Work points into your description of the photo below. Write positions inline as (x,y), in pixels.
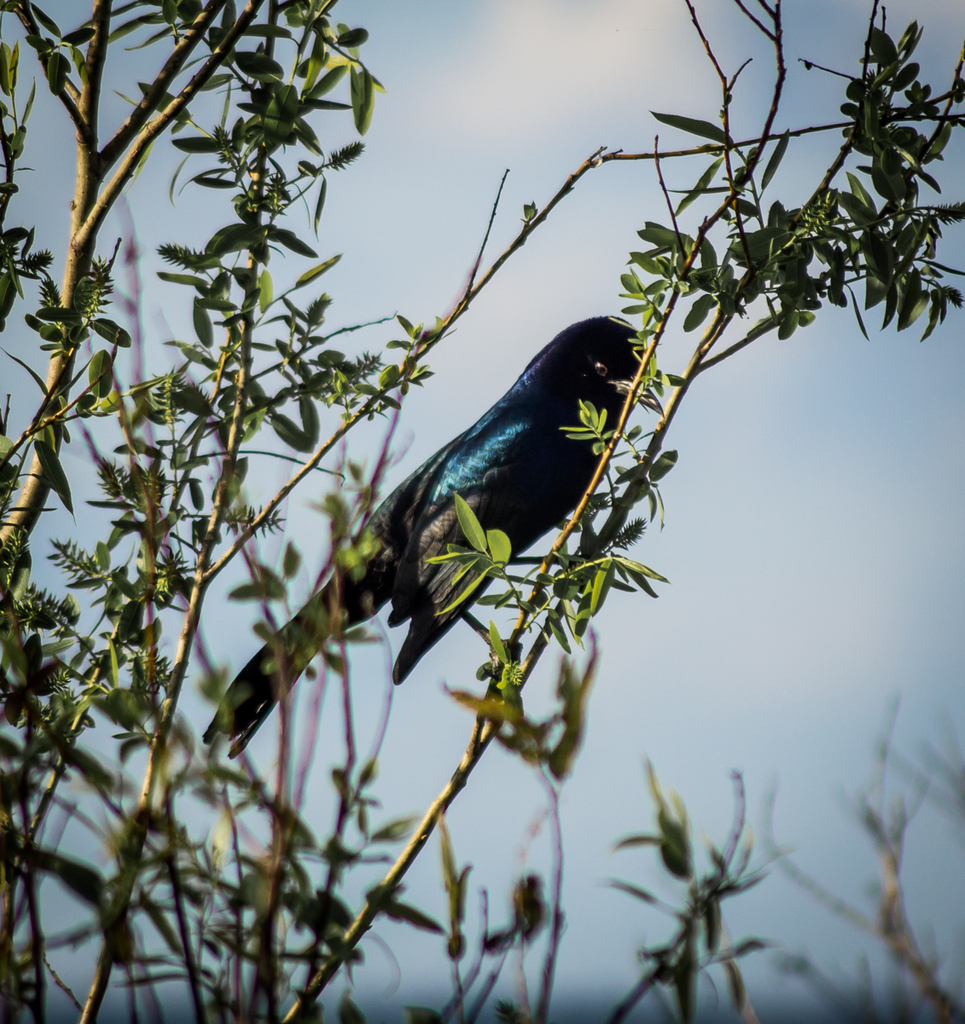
In this image there is a bird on the branch (676,236) of a tree (676,236). Around the bird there are leaves (104,667) and branches (703,883). In the background of the image (612,210) there is sky (626,115).
